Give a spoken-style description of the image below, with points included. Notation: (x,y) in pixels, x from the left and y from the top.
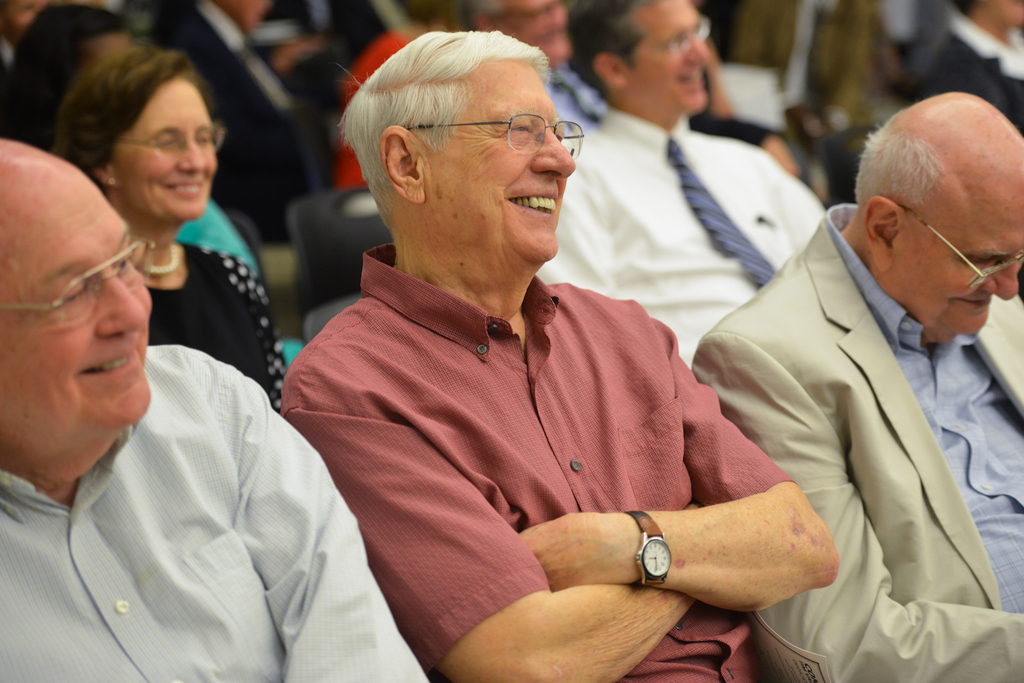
In this image I can see a group of people (478,287) are sitting on the chairs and are smiling. This image is taken may be in a hall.
